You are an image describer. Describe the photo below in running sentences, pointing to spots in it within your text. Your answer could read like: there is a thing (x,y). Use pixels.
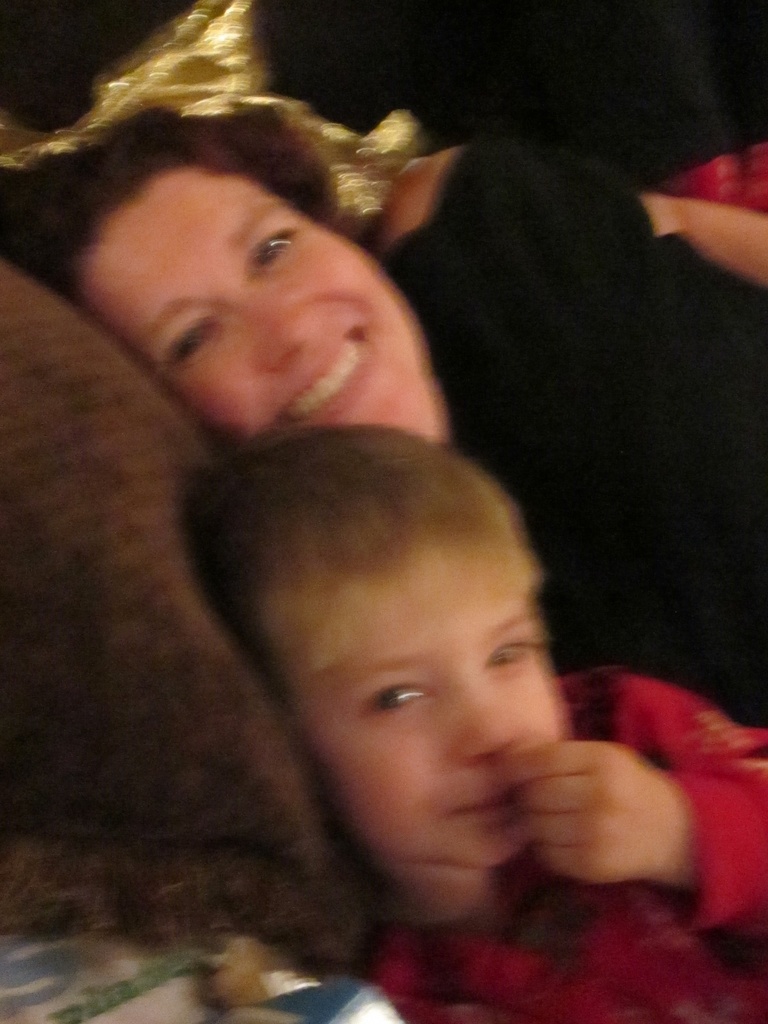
In this image, we can see a lady (439,333) and a kid (409,742) lying on the bed (277,898) and there is a pillow (72,472).
